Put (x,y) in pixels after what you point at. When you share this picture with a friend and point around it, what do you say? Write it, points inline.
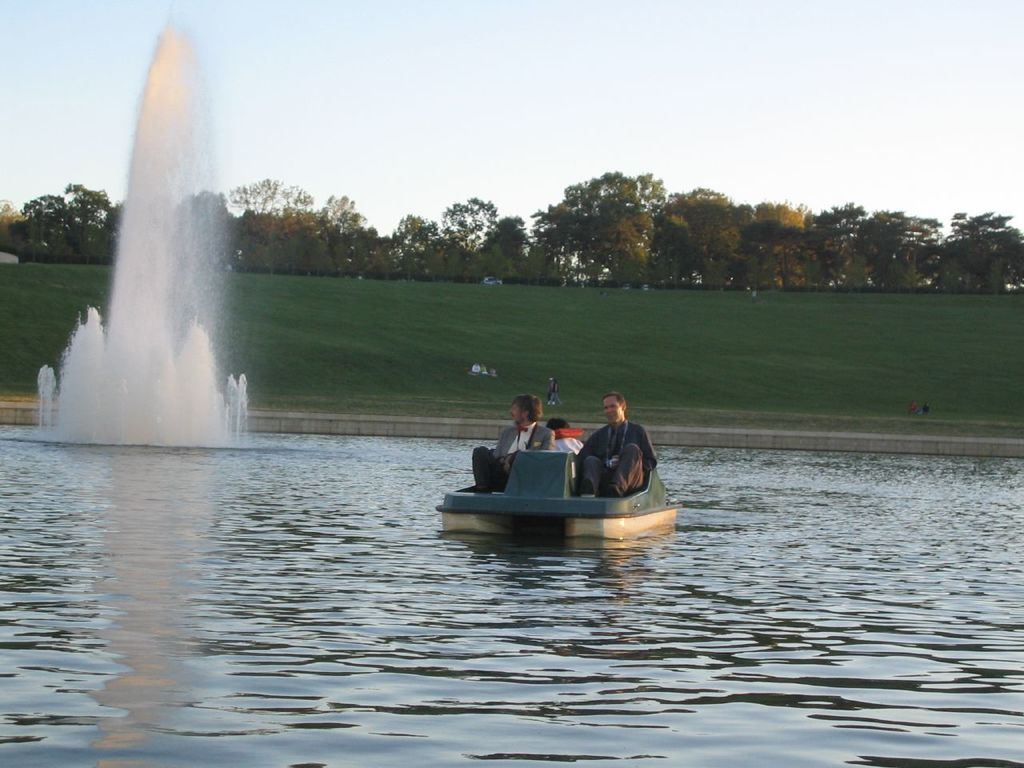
This picture is taken from outside of the city. In this image, in the middle (660,491), we can see a boat (559,452), in the boat (655,525), we can see two men (605,440) are sitting. On the left side (190,162), we can see a fountain (189,300). In the background (407,275), we can see some trees (581,267) and plants (492,271), vehicles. At the top (617,104), we can see a sky (647,129), at the bottom (972,724), we can see a grass (687,311) and water (492,563) in a lake (136,700).
